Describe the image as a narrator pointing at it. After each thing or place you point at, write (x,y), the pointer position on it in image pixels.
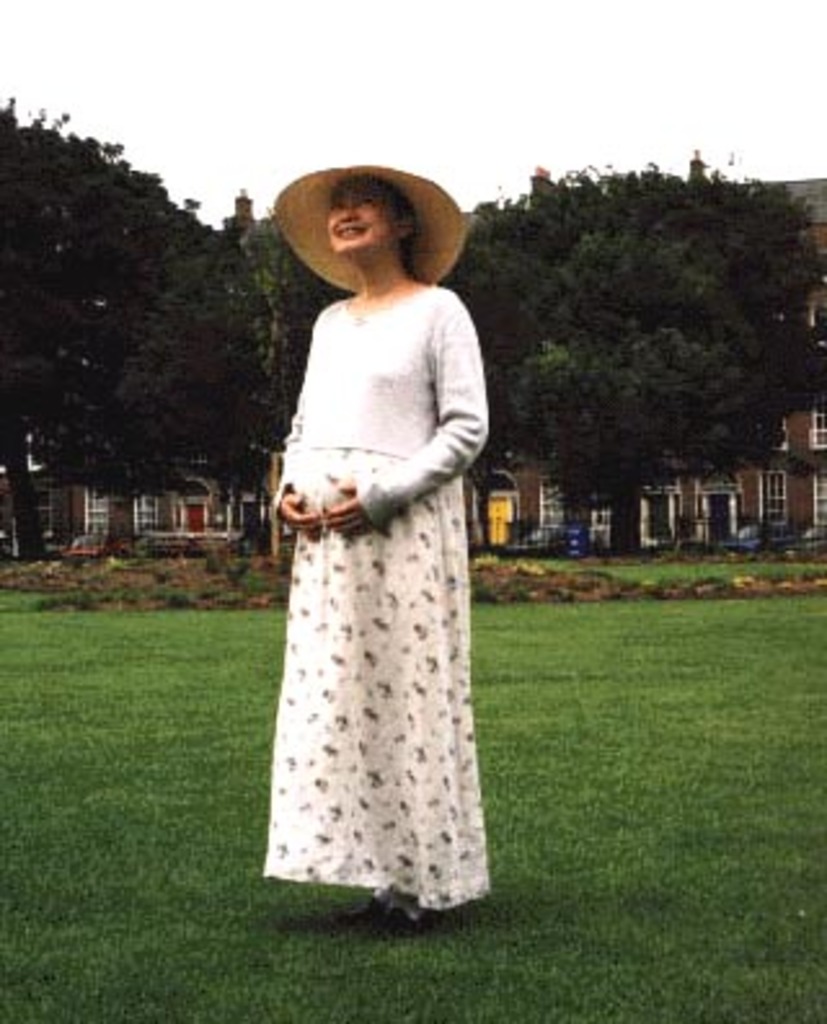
In the middle of the image (456,493) a woman (388,820) is standing and smiling. Behind her there are some trees (772,452) and buildings (689,483) and vehicles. At the top of the image (405,155) there is sky (787,136). At the bottom of the image (590,788) there is grass (19,823).
